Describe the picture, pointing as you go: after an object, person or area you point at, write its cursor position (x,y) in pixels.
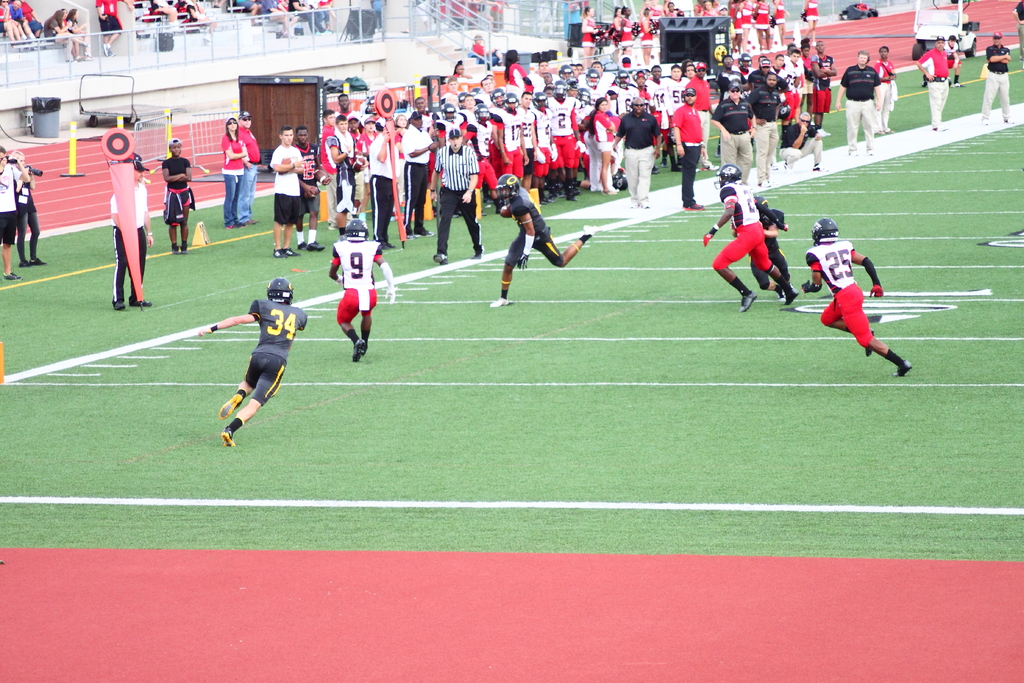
In this image we can see some persons (272,314) wearing black and white color dress (286,319) playing some sport in the ground (670,294) and in the background of the image (400,171) there are some persons (403,149) standing, cameraman (25,183) holding cameras (32,172) in their hands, there are some spectators (38,24) sitting behind the fencing (504,26).
